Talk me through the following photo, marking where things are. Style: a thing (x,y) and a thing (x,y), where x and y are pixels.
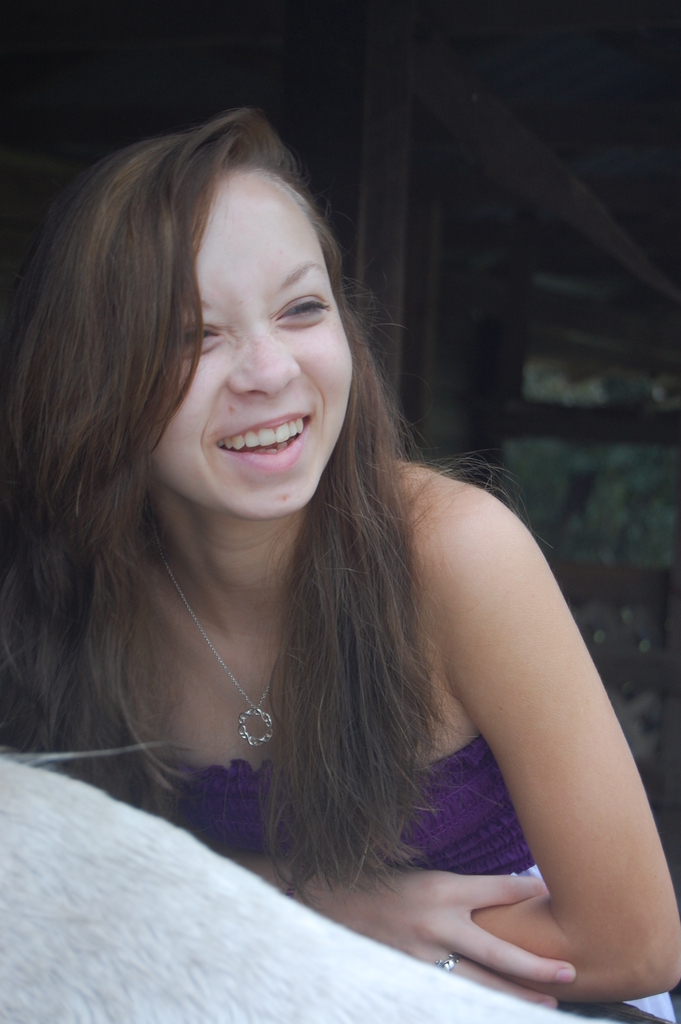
In this image we can see a lady (371,657) smiling.
